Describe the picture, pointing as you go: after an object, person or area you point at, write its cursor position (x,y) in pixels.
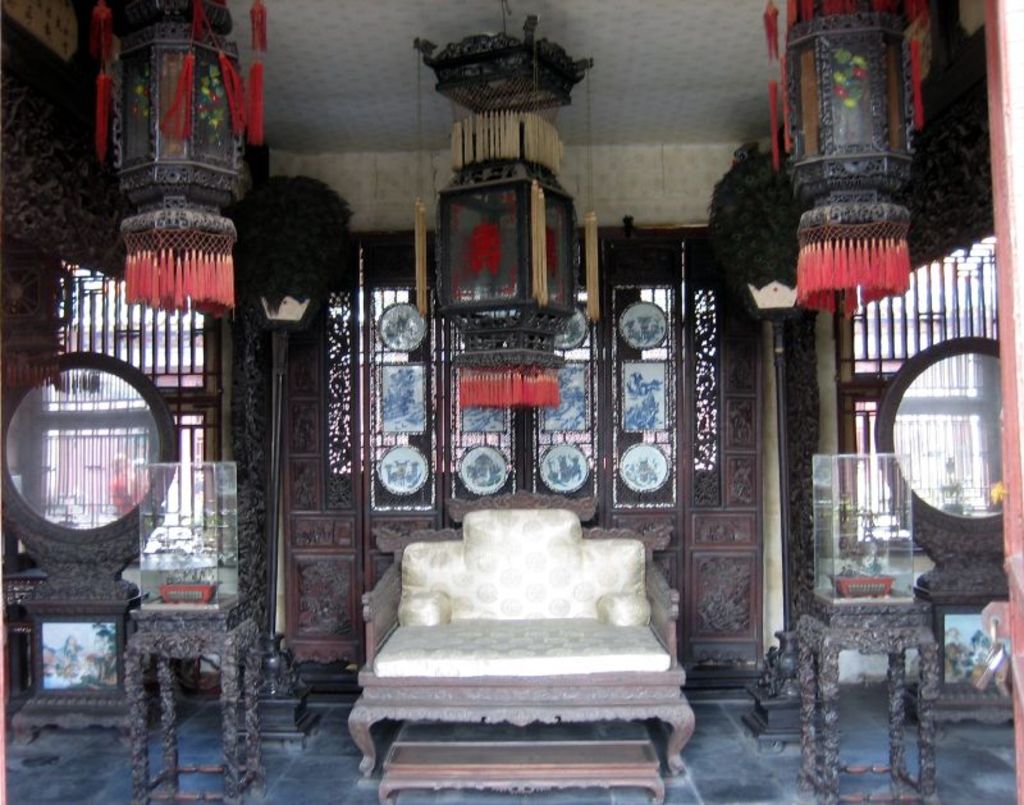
In this image I can see a couch (560,606), tables (890,646), mirror tables (960,487), glass boxes (856,509) along with plants (189,564), light poles (759,695), lantern lamps (904,172), designed wooden wall (296,387), frames (655,386), windows (142,343), roof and objects (394,454).
